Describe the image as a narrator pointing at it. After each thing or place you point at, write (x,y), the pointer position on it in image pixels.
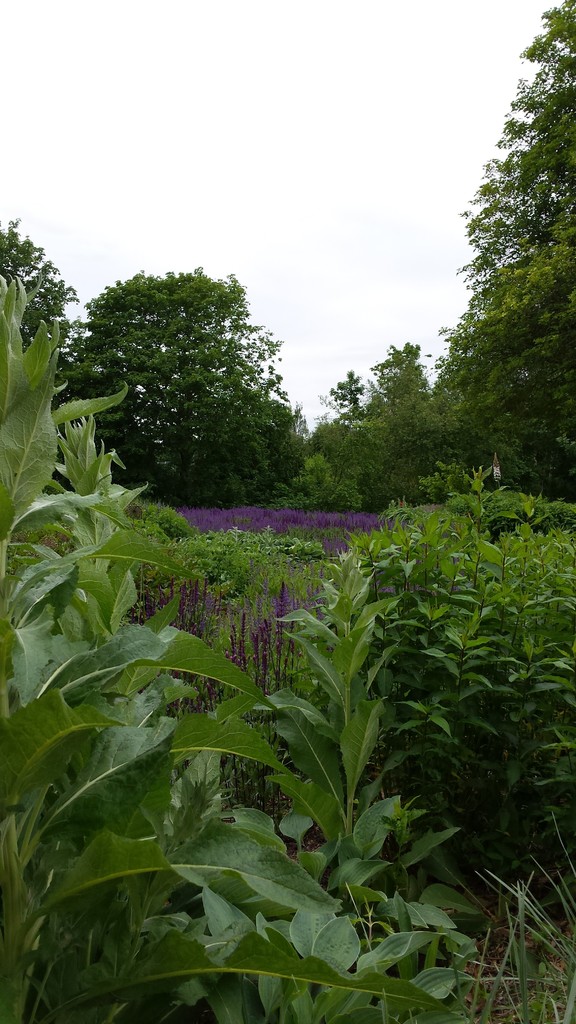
In this picture we can observe some plants (147,644) on the ground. There are some trees (191,385). In the background (254,161) there is a sky (267,156).
